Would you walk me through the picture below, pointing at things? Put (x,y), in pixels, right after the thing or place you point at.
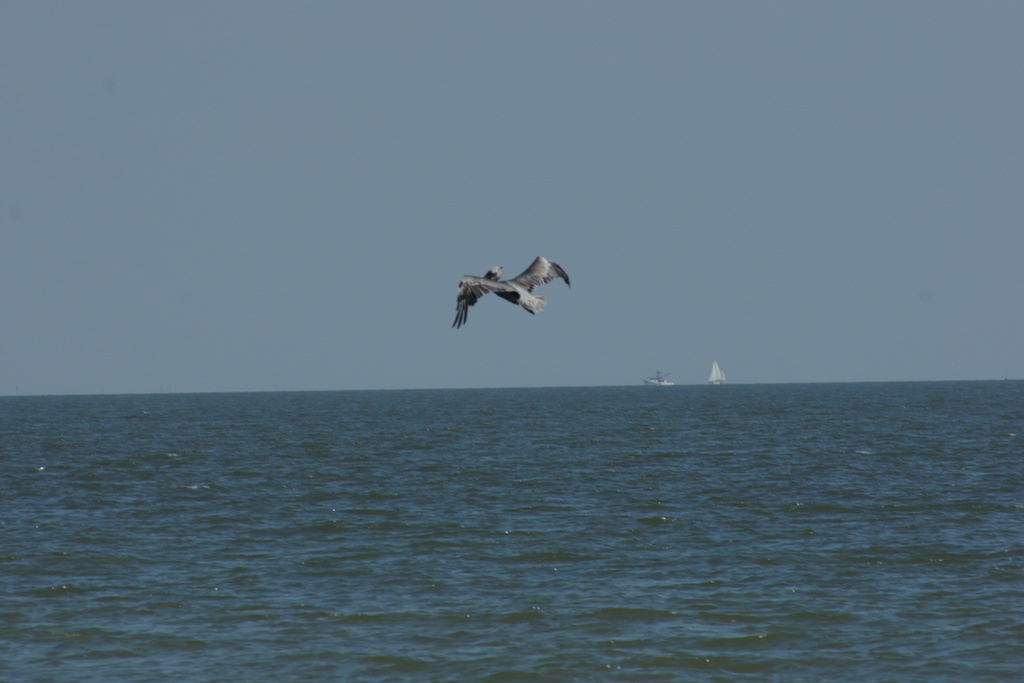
In this image there are ships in the water (709,536), a bird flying over the water (545,422) and the sky (434,379).
